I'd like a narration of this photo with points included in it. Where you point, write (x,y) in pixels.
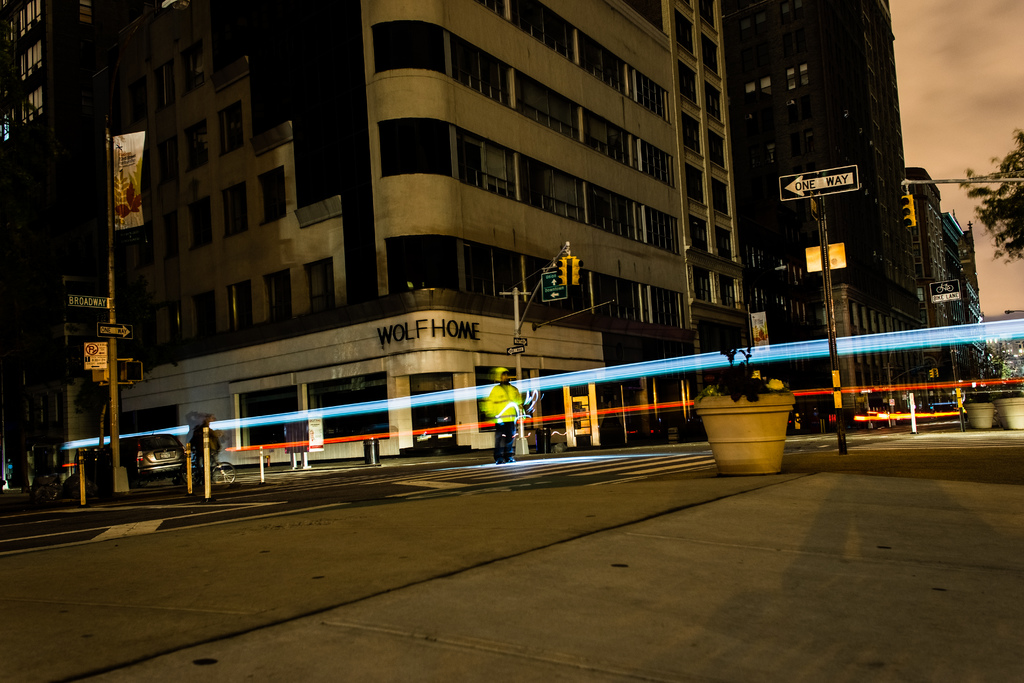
It seems like an edited image. There is a road (686,522) at the bottom (371,606). There are vehicles (143,469), people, a pole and there is a building (75,294) on the left corner (188,437). There are trees (1000,183) and potted plants (1016,416) on the right corner (1013,250). There are potted plants (712,407), there is a person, a pole (817,193) in the foreground (817,193). There is a building (649,393) with text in the background (649,393). And there are clouds (1005,274) in the sky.
